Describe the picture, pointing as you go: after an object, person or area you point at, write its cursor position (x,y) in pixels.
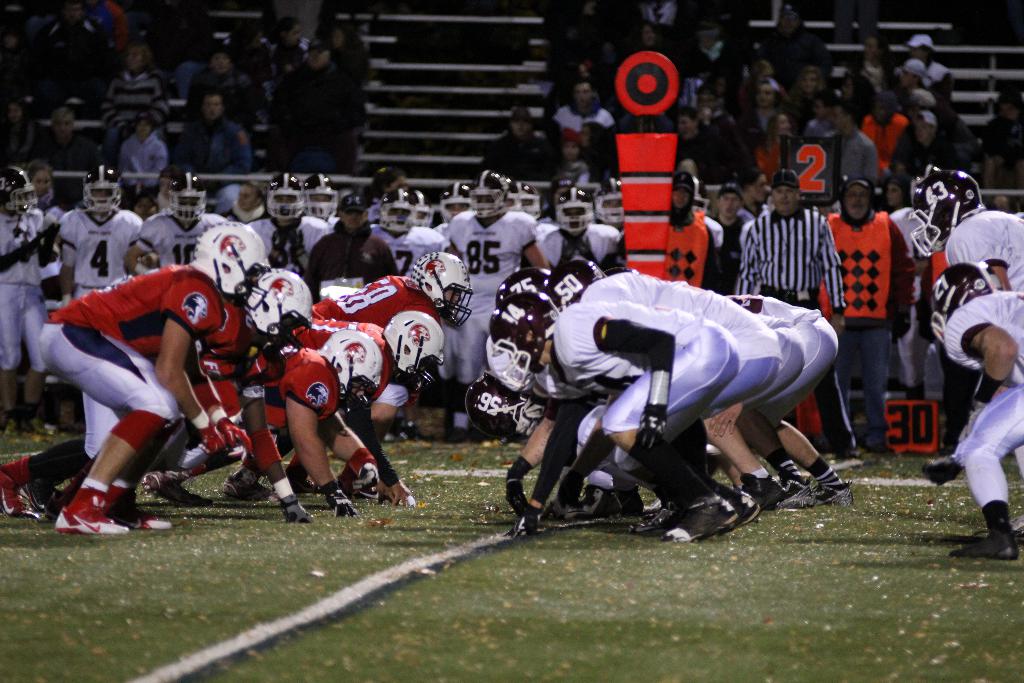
In this picture we can see a group of people (545,417) on the ground (618,548) and they wore helmets (271,201) and in the background (209,173) we can see a group of people (281,71) and some objects (632,159).
